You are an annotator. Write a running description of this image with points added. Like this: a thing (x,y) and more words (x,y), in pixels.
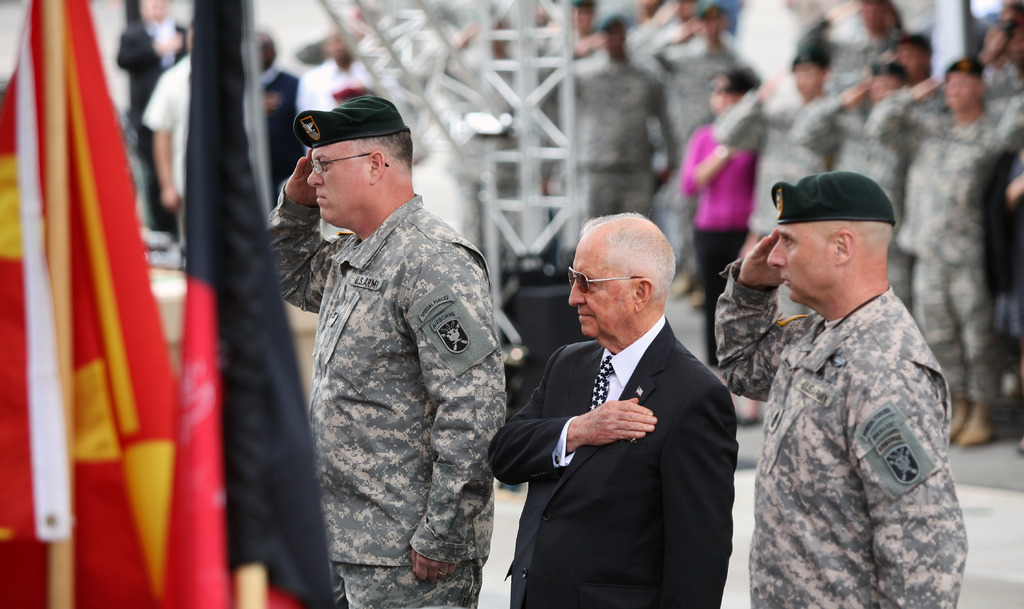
In this image we can see three men (533,455) standing. On the left side (303,477) we can see the flags (326,565) to the wooden poles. On the backside (695,175) we can see the metal frame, a wall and a group of people (716,169) standing on the ground (1004,520).
